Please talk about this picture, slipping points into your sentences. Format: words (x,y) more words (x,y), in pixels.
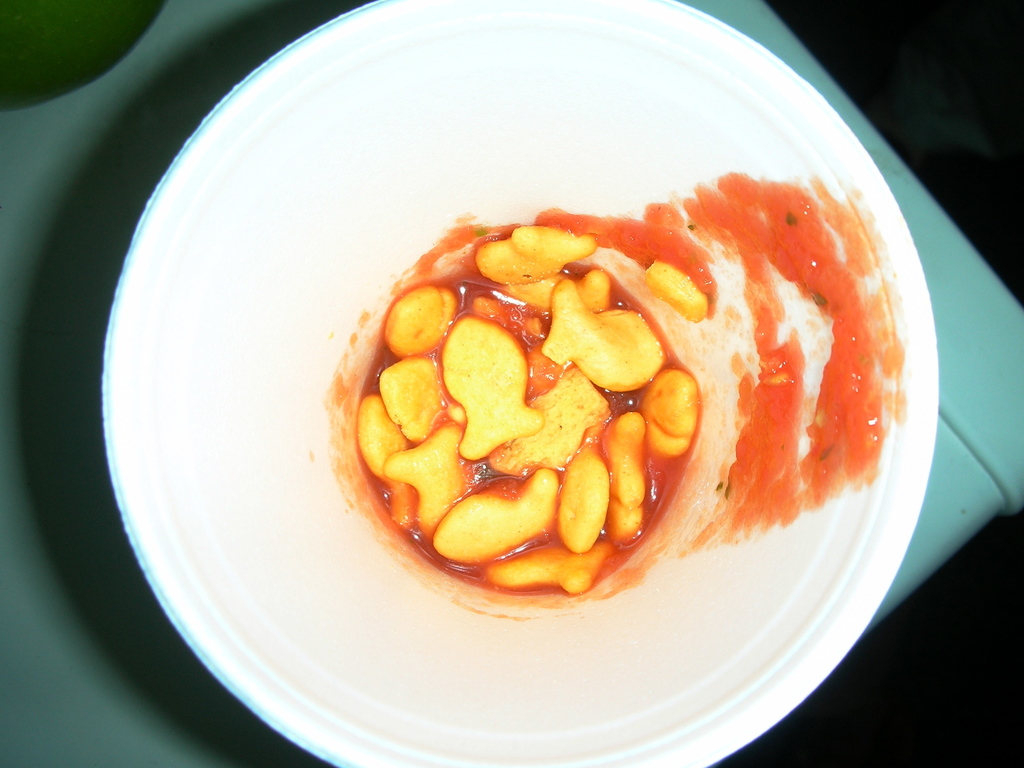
In this picture there is food (783,206) in the glass (417,138) and there is a glass (404,144) and object (105,48) on the table (62,194).
